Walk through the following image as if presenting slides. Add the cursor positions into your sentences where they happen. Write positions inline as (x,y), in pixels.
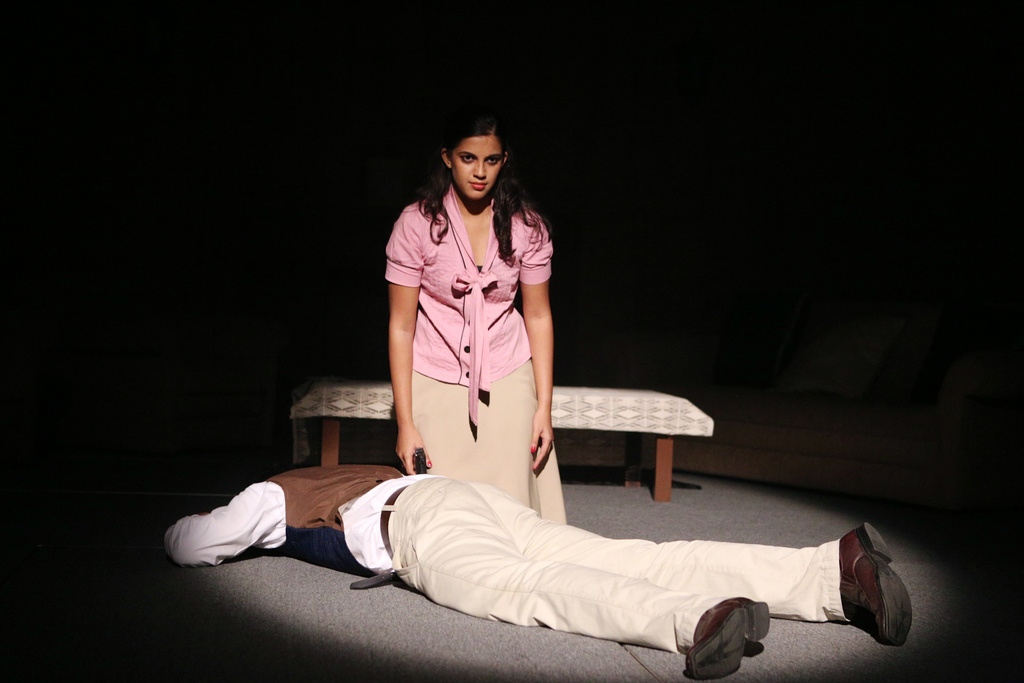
In this picture we can see one person (423,571) is lying on the floor (668,533) and side one girl (445,376) is standing, back side we can see one table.
